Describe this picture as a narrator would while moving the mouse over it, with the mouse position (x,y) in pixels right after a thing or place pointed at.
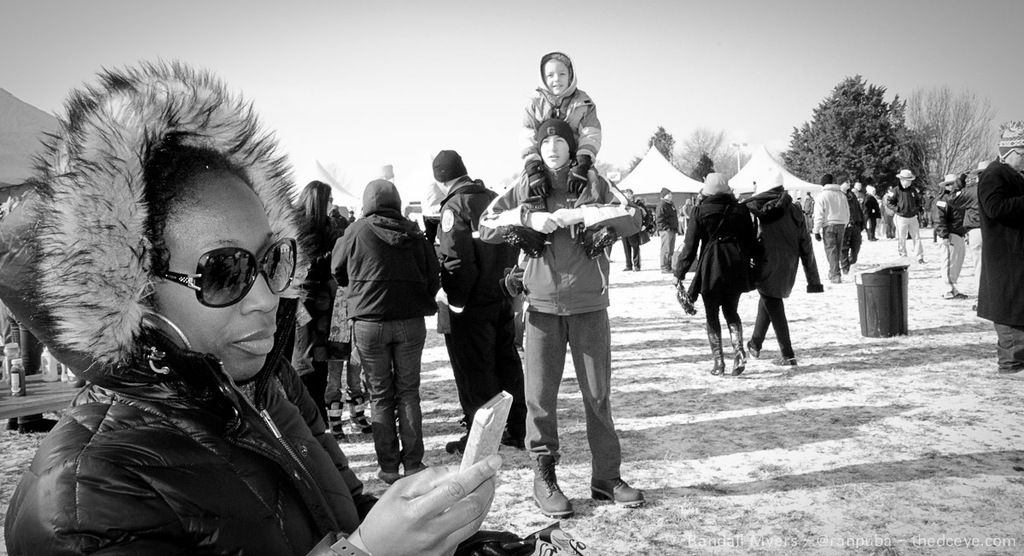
In the image we can see there are people (606,261) walking and some of them are standing. They are wearing clothes (538,443), cap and shoes (733,341). Here we can see a woman (237,397) wearing earrings (175,324), goggles (238,252) and holding a device (480,414) in her hand (494,467). Here we can see trees (693,140), tent (654,167), sky (644,43) and on the bottom right (846,541) we can see the watermark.
